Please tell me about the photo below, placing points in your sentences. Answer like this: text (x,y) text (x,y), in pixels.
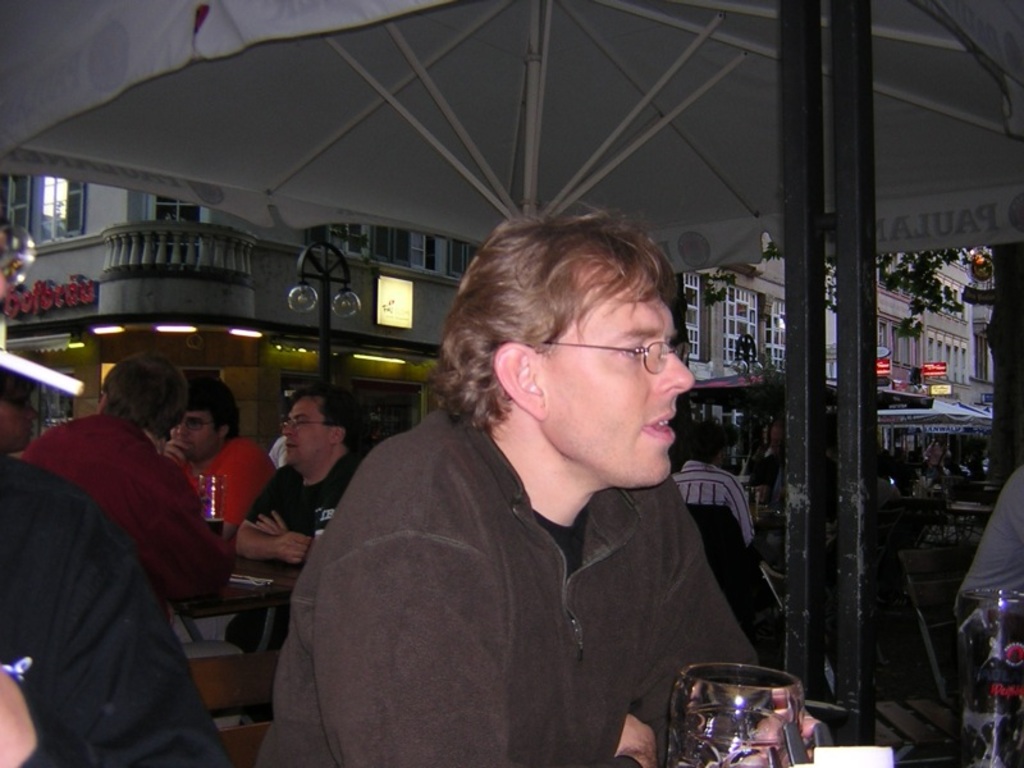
In the foreground of the image (586,261) there is a person (365,524) wearing a brown color jacket (706,653), sitting on a chair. At the background of the image (226,349) there is a building (242,349) and there are many people (190,389) sitting in chairs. At the bottom of the image (676,748) there is a glass (676,748).
